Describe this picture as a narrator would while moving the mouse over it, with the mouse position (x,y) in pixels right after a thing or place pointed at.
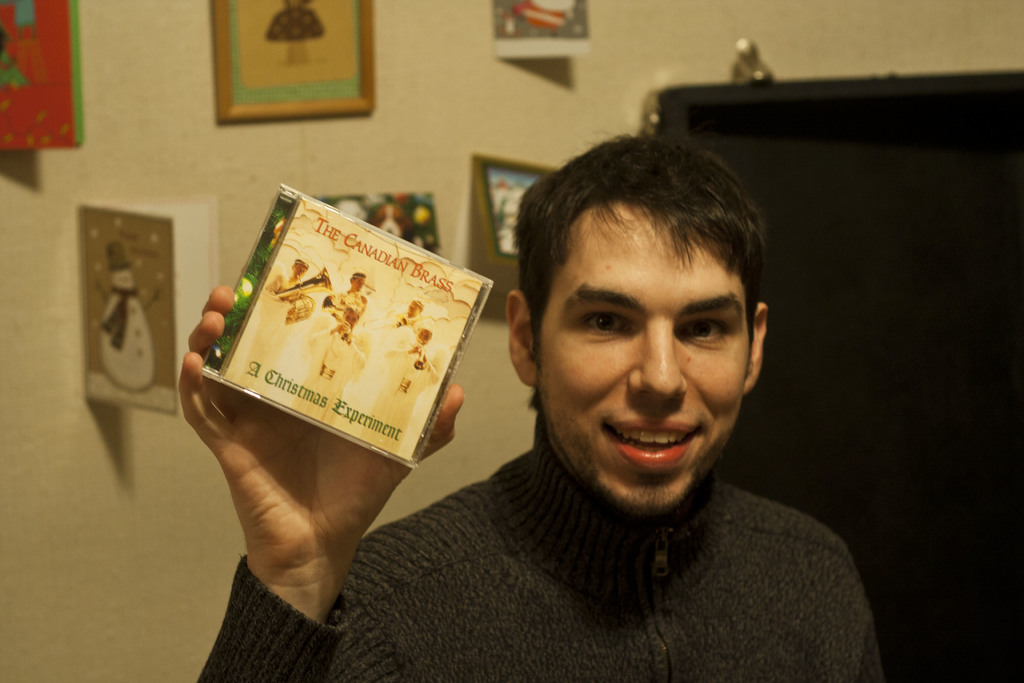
In this image there is a person (512,489) holding an object (339,305) with some text (381,251) on it, behind him there are a few frames (318,102) and a few cards (539,50) are hanging on the wall (332,133) and there is a door (888,444).
